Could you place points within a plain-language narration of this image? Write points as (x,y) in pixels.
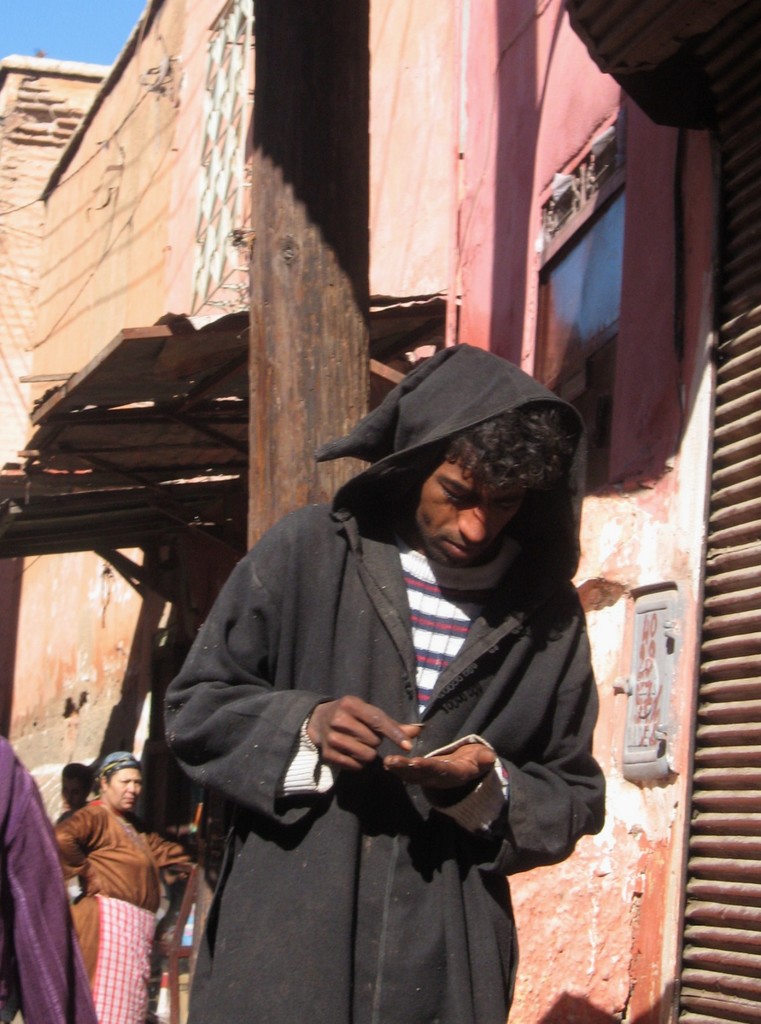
In the picture we can see a man (403,782) standing and wearing a black color hoodie (302,579) with a cap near to the house (535,212) and behind him we can see some people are also standing and we can also see a part of the sky (65,44) on the top of the house (223,258).
